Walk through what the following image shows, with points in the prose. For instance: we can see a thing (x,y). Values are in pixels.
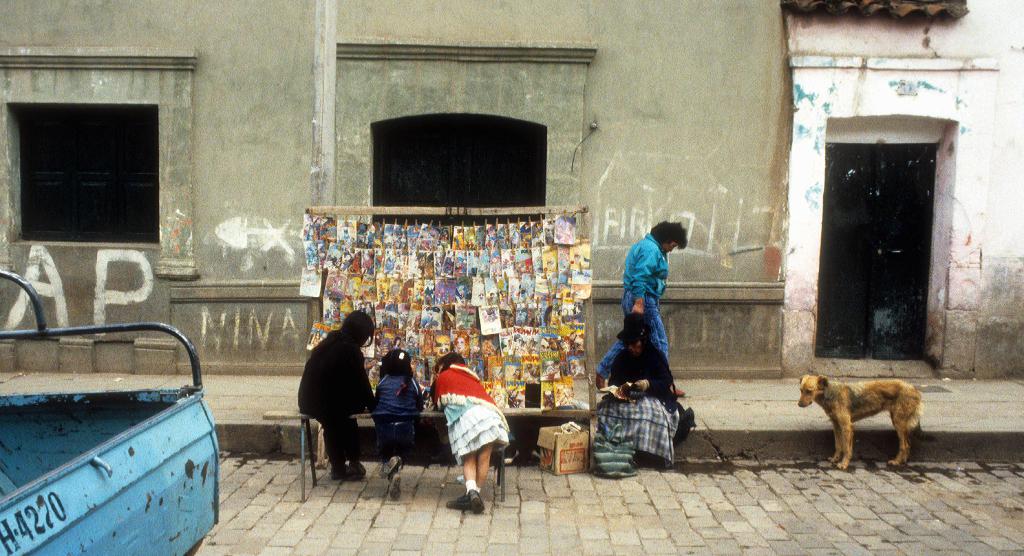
In this image we can see there are a few people (492,431) sitting on the bench (535,418) and a few people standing and there is the person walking on the ground (271,423) and the other person (650,348) sitting on the ground (932,428) and holding a object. And there is the dog (872,404) on the ground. And there is the vehicle (215,487). We can see there is the board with images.
